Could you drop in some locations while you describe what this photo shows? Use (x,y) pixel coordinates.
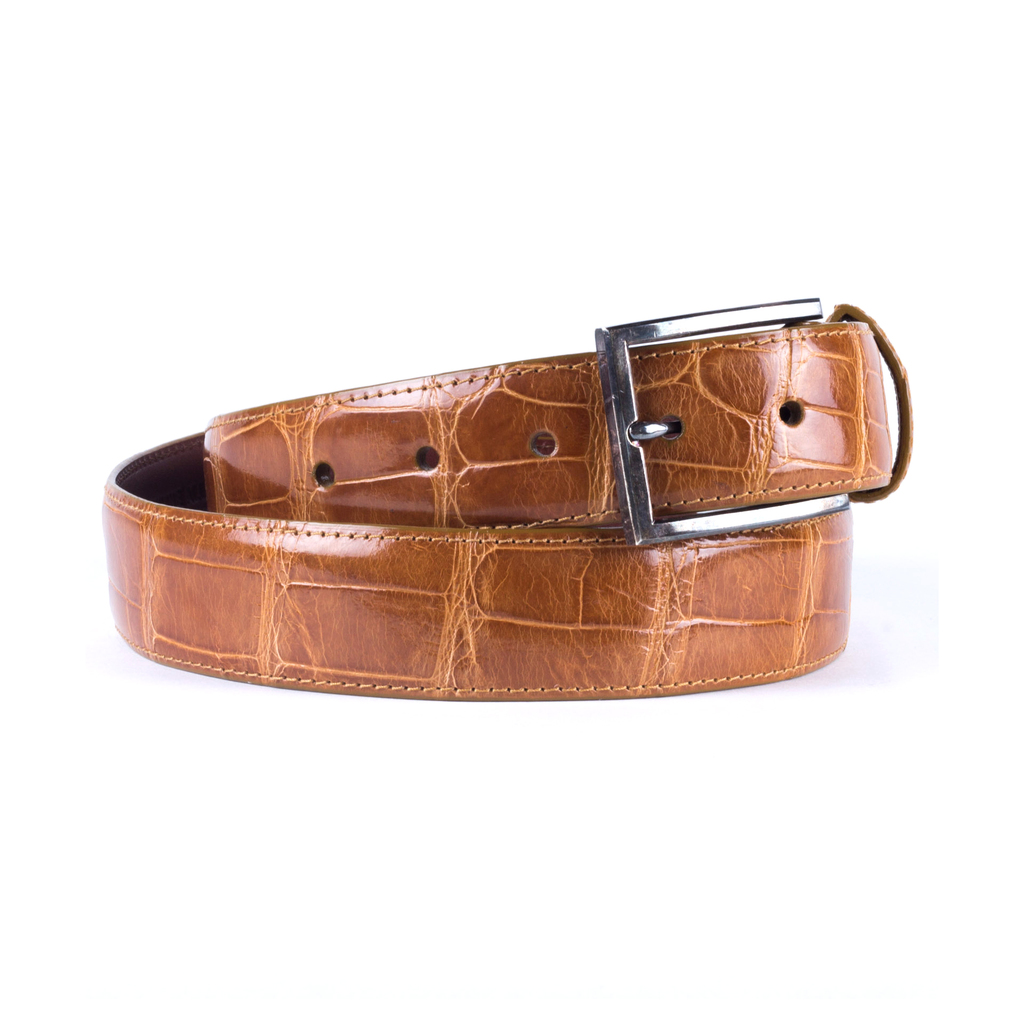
In this image I can see a leather belt (634,333).
